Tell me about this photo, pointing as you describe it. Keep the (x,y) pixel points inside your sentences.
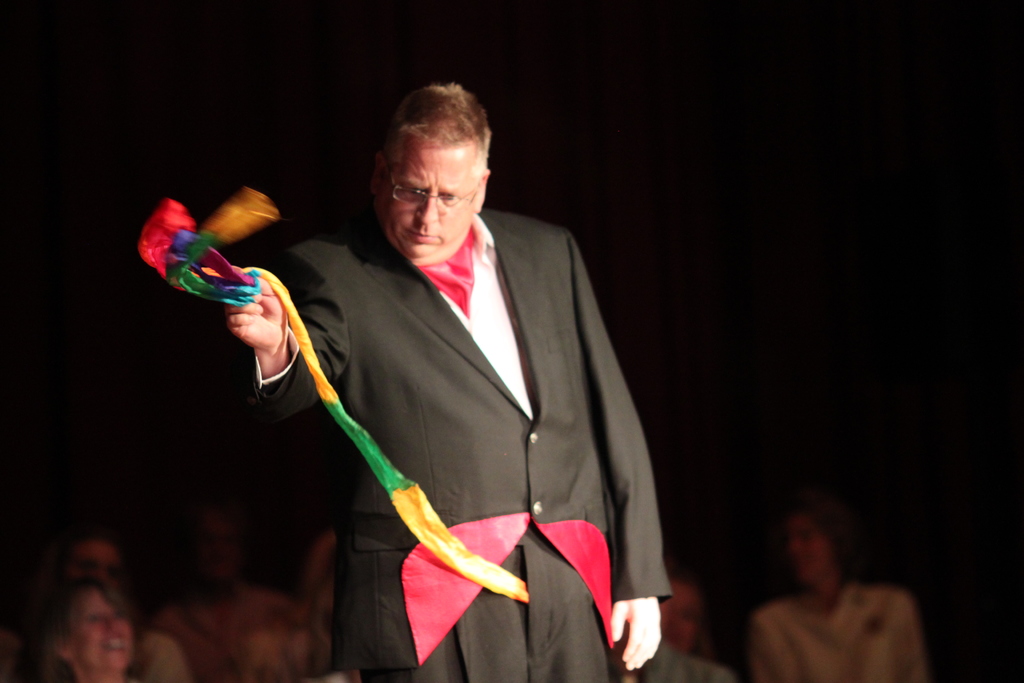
This is the man (440,451) standing and holding a colorful cloth (309,357). At the bottom of the image (98,545), I can see a group of people (265,607). The background (124,548) looks dark.
